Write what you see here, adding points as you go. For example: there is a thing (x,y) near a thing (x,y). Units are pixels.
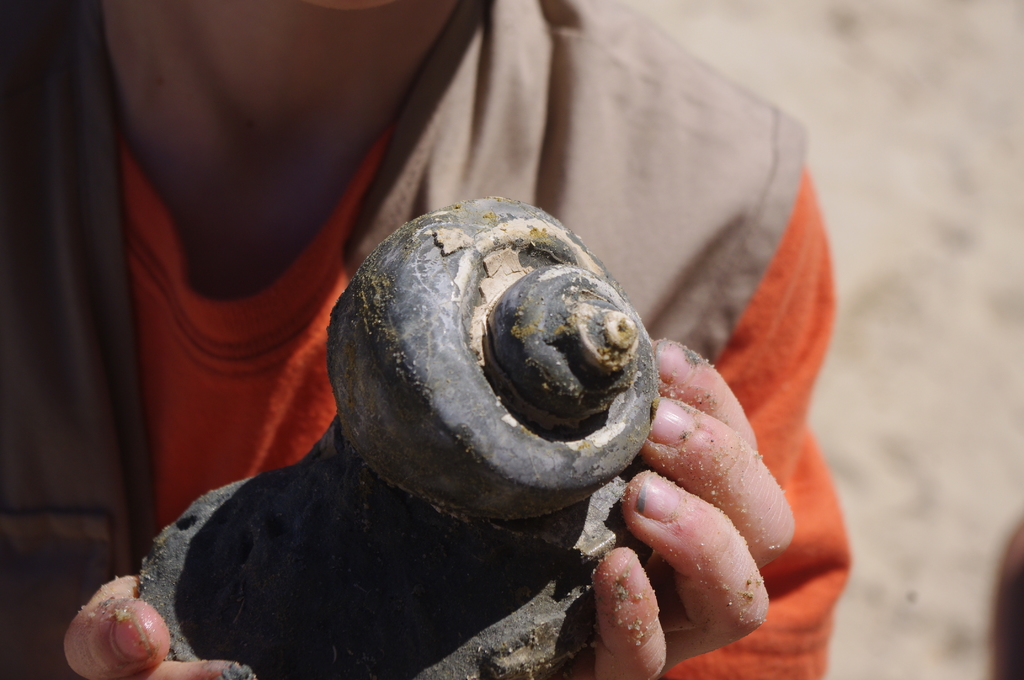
In this image we can see a person (288,312) holding an object (424,391) in his hands (689,385) with blurry background (844,104).
